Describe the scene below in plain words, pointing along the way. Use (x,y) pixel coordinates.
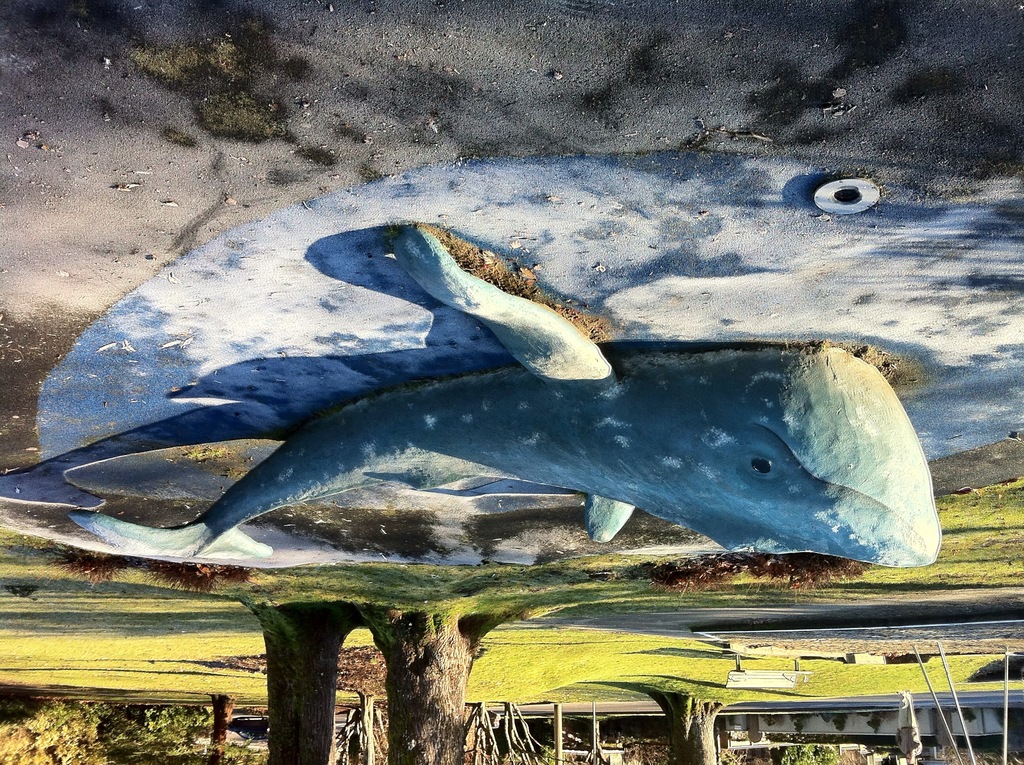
In the picture there is a statue of a fish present on the floor (393,515), beside there are trees (266,619), there is grass (135,580).
